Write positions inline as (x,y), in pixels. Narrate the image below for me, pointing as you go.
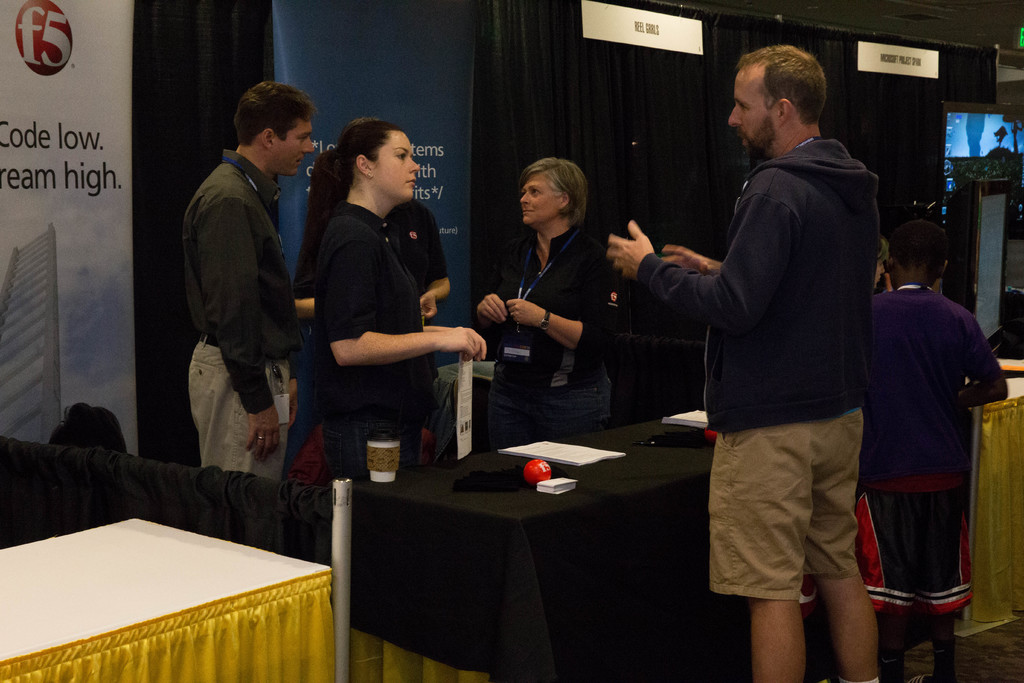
These persons (739,257) are standing. This is a black curtain (555,109). In front of this black curtain (530,86) there are banners (79,90). On this table (444,529) there is a cloth (470,527), cup (381,473), papers (567,446) and ball (540,460). Far there is a screen (983,232).
